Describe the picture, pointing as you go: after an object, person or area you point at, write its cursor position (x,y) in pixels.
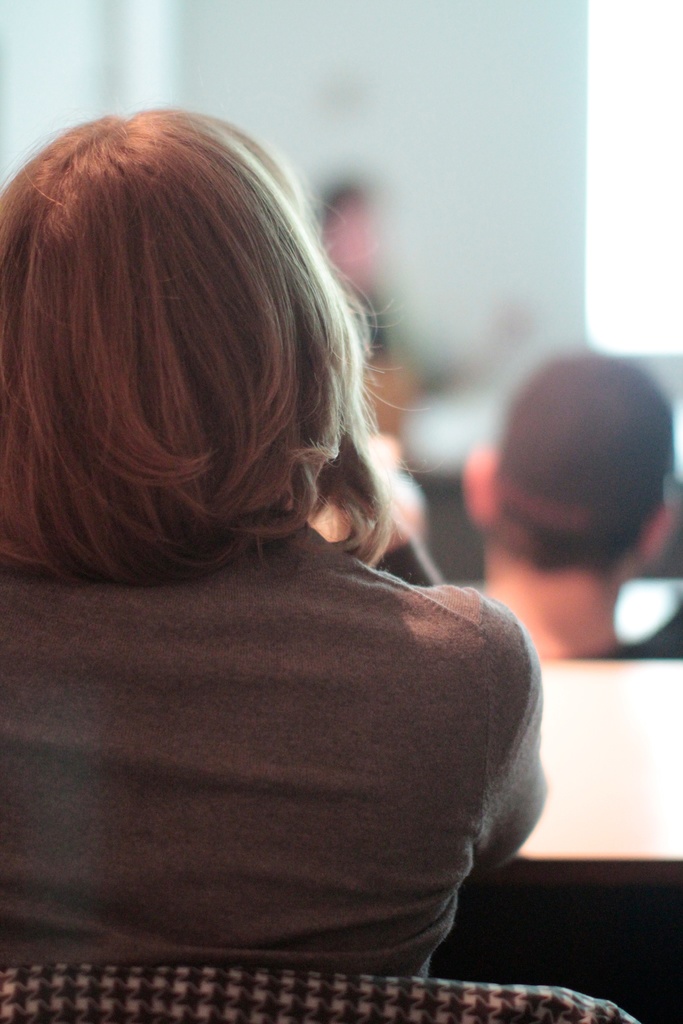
In this picture there is a lady (323,434) on the left side of the image (223,482), it seems to be there are people (564,428) in the background area (533,452).
